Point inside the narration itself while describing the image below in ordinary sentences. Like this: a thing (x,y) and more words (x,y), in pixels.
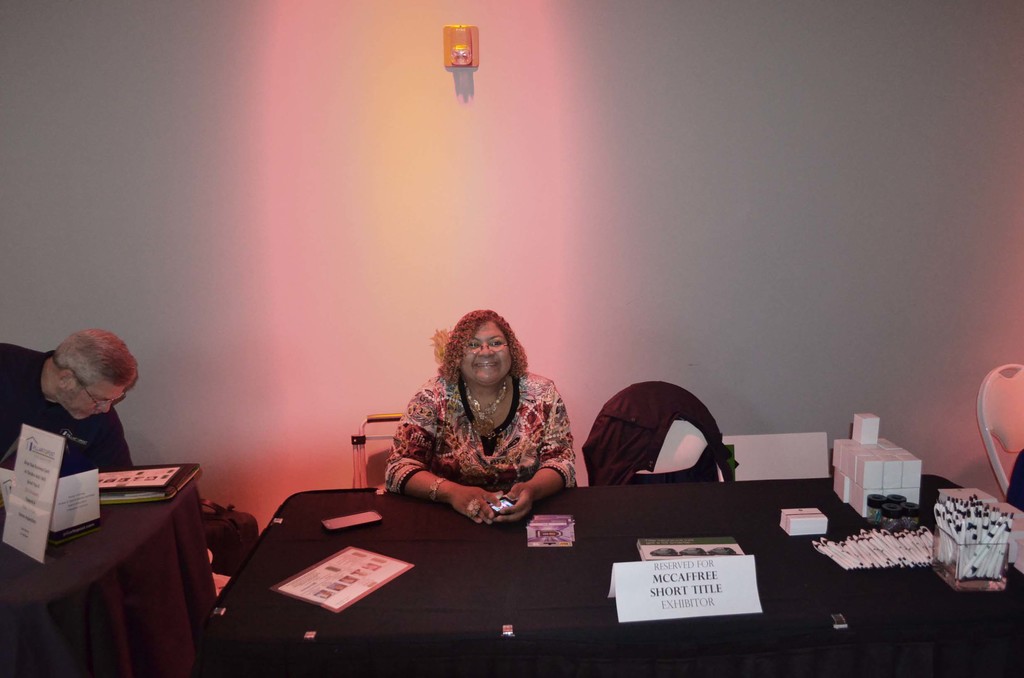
In this image we can see a woman (561,407) sitting on the chair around the table (436,546). There are pens (951,568), name board (745,556) and mobile phone (372,517) on the table (317,497). In the background (603,287) we can see a wall (627,269).
